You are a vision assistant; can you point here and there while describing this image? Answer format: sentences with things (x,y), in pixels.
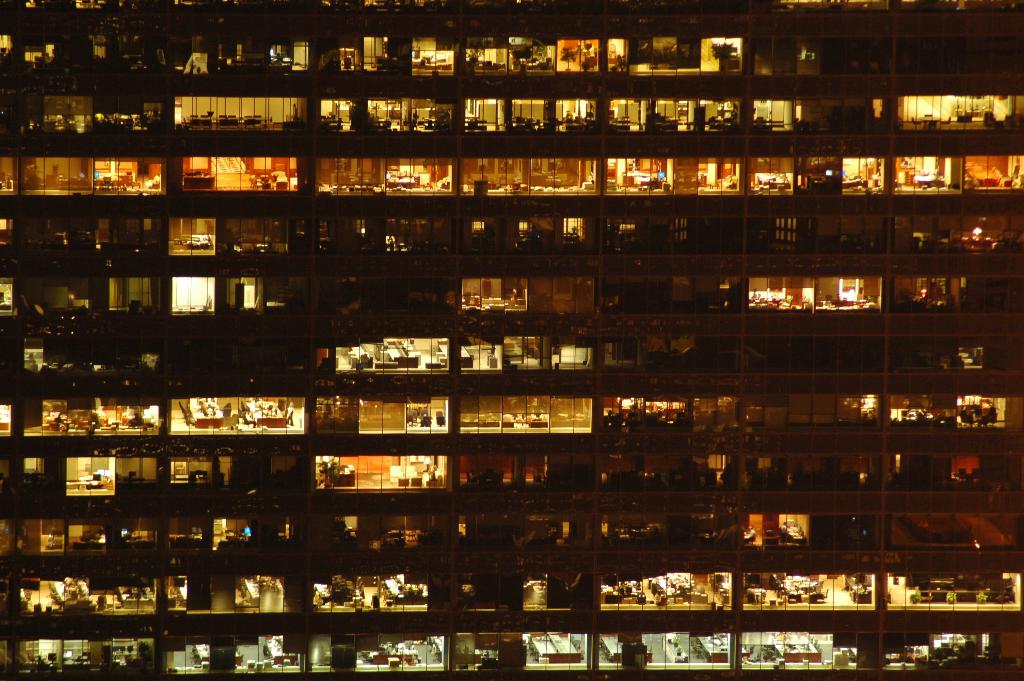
In this picture I can see building (492,421).
